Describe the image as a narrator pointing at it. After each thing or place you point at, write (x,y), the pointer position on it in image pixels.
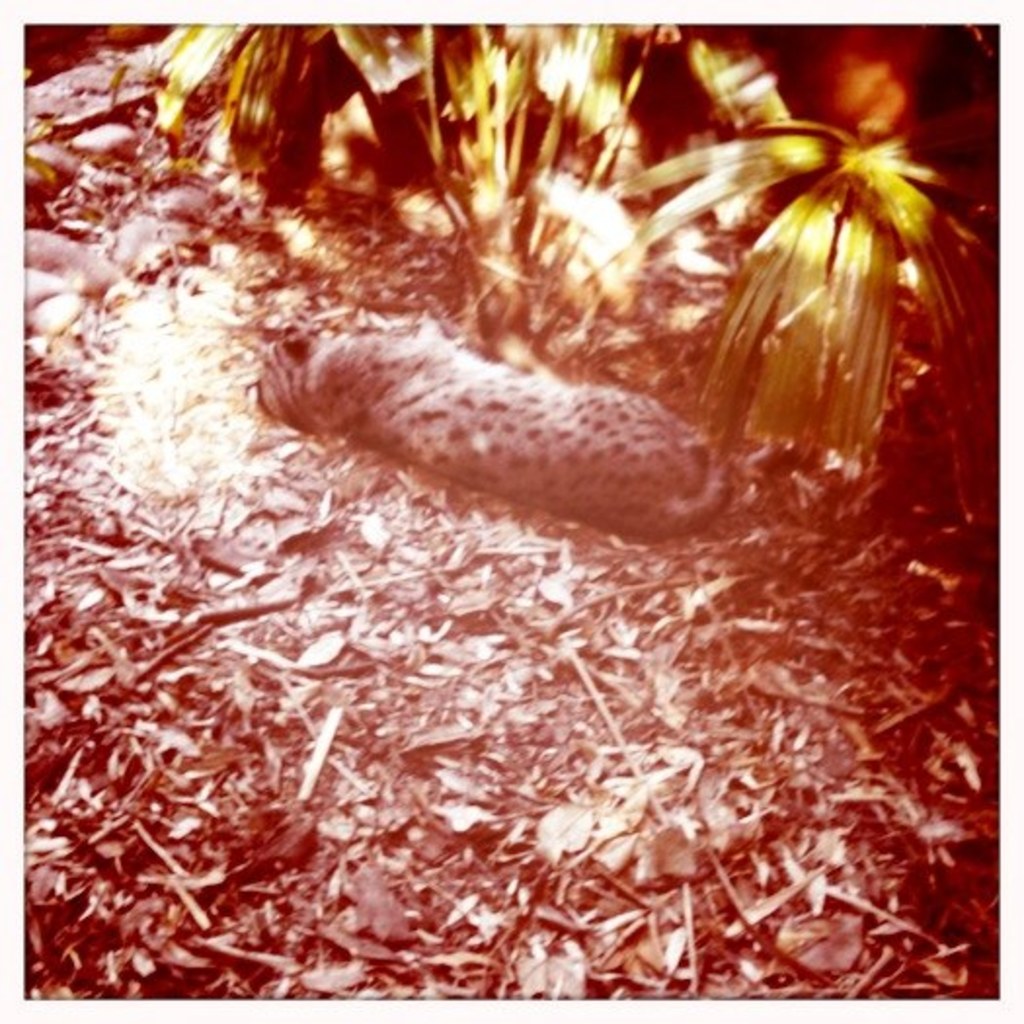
In this picture there is an animal (556,408) sleeping and there is a plant (628,187) in front of it and there are few dried leaves (181,675) behind it.
